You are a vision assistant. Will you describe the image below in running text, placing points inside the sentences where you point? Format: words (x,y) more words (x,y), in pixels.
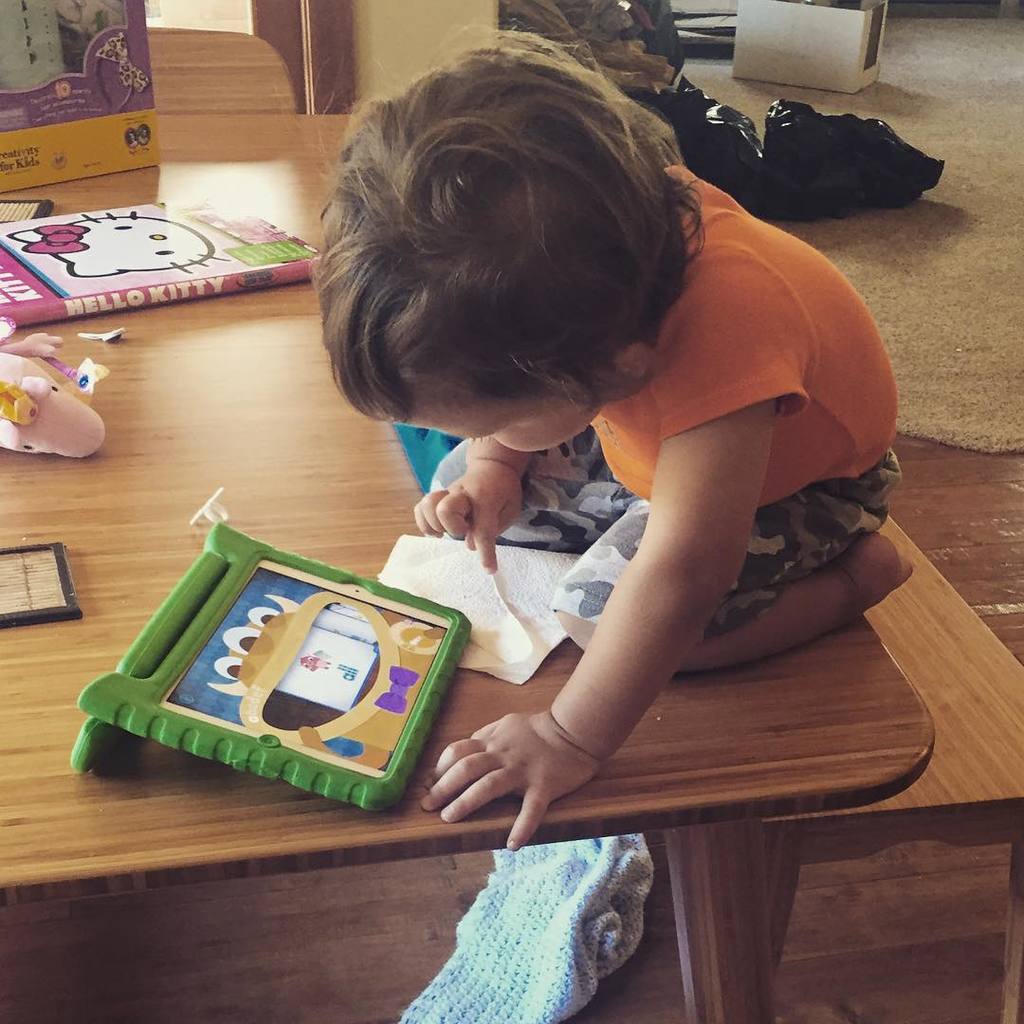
Here I can see a baby (552,469) sitting on a table (782,767) and there are few toys (39,259). Under the table (668,829) there is a cloth (534,959) on the floor (270,972). On the right side (959,276) there is a mat (950,320), a box (786,37) and some other objects (693,91) are placed on it.
